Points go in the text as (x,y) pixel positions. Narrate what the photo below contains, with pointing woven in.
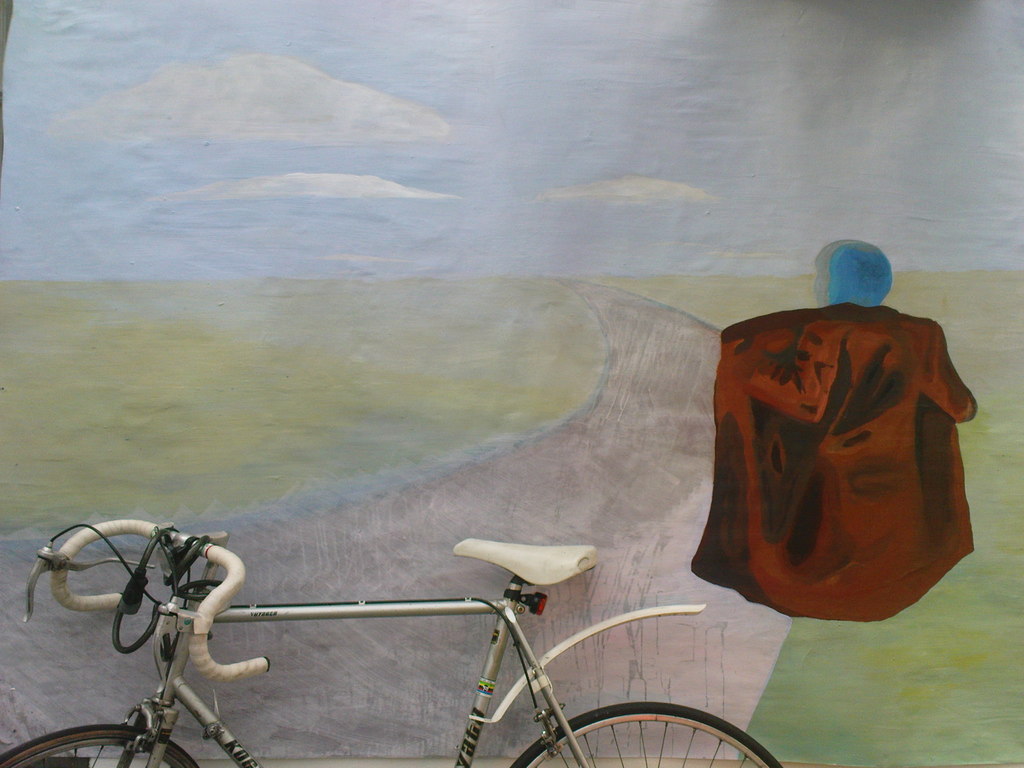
In this picture I can see a bicycle (212,669). In the background (568,389) I can see a wall (566,375). On the wall (566,375) I can see a painting (619,397) of sky (562,153), road (597,401) and a person (869,445).
